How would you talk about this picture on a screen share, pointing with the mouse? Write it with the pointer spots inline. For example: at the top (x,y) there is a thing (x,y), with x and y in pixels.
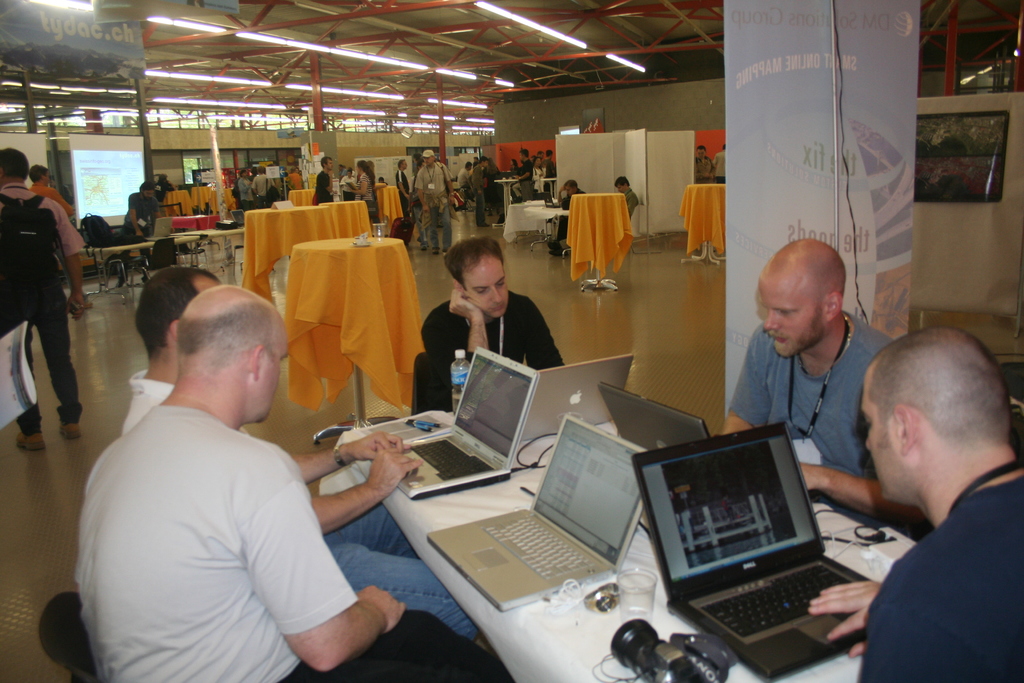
In this image I can see few persons (180,529) are sitting in front of the table (634,546) and on the table (587,585) I can see few laptops (674,436), a camera (663,645), a glass (635,598), a watch (609,610) and few wires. In the background (397,302) I can see few tables (212,217), few persons (259,186), a banner (767,91), few screens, the ceiling (546,8) and few lights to the ceiling (531,42).
